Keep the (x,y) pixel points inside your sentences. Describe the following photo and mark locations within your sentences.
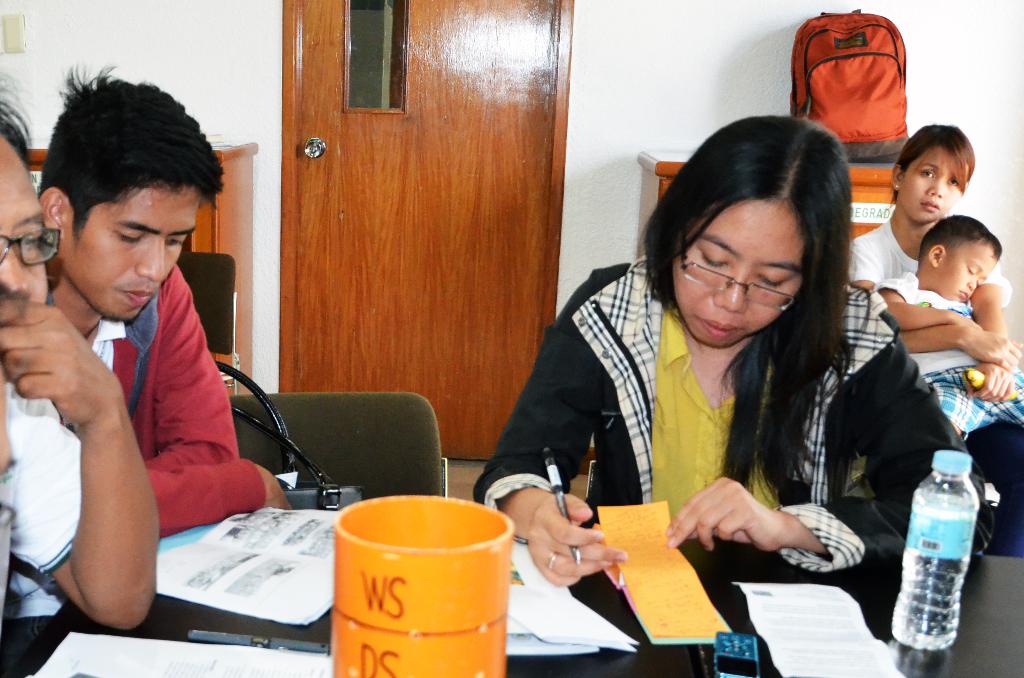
Here we can see a group of people (235,460) sitting on chairs (413,461) with a table (868,606) in front of them and there are papers (233,571) on table (269,630) and a bottle of water (963,488) present and the lady (714,518) at the right side (716,347) is writing something with a pen (573,552) in her hand (602,538), behind them we can see door (492,74) and a bag (873,127) present.
